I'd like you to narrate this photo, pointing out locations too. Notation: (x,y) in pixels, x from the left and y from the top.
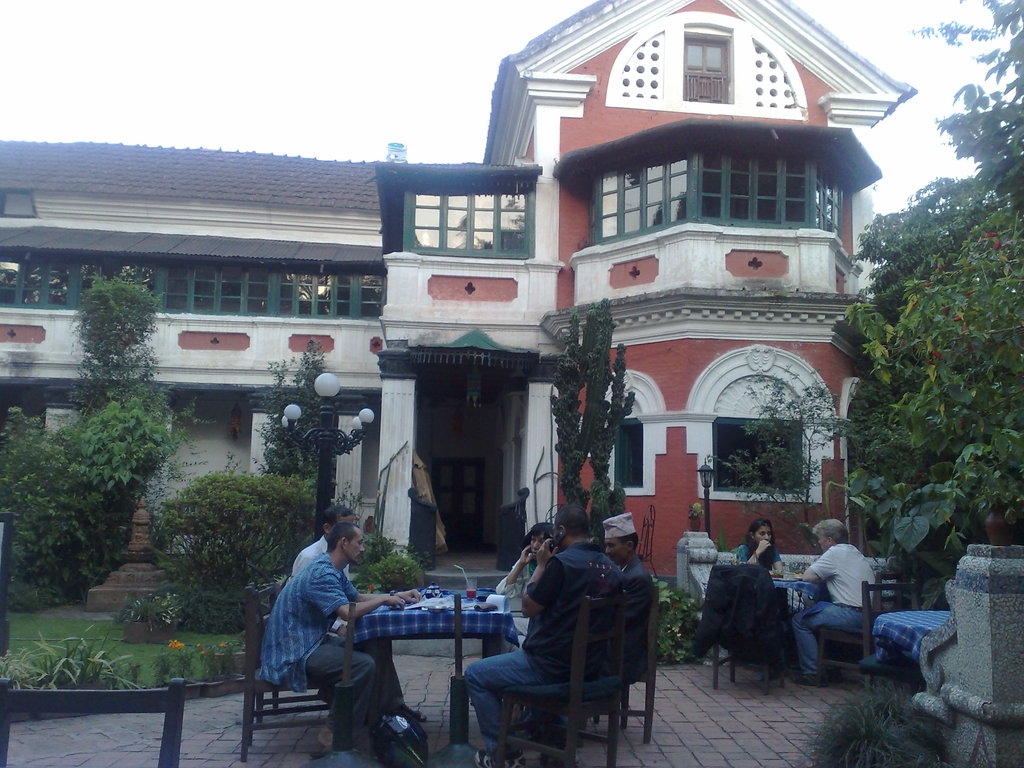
In this picture I can observe some people (478,663) sitting in the chairs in front of their respective tables (418,622). I can observe some food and glasses (474,589) on the tables (806,587). On the left side (101,515) there are some plants (99,667) and grass (93,631) on the ground (121,624). I can observe some lamps (292,408) fixed to the black color pole (317,452). In the background (380,325) there is a building (351,320) and a sky (317,100). On the right side (990,264) there are trees (961,286).
